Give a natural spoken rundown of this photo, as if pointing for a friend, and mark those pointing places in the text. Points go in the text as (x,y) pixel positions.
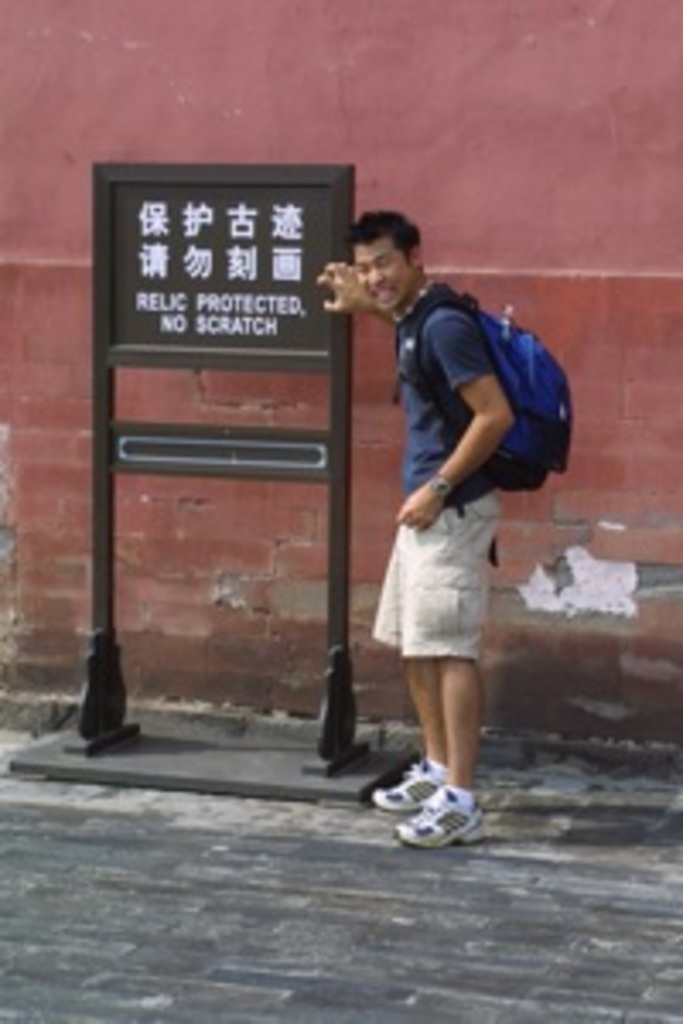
In this picture there is a man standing and there is a board (87,773) and there is text (231,263) on the board (170,250). At the back (269,31) there is a wall (652,52). At the bottom (320,943) there is a road (347,871).
